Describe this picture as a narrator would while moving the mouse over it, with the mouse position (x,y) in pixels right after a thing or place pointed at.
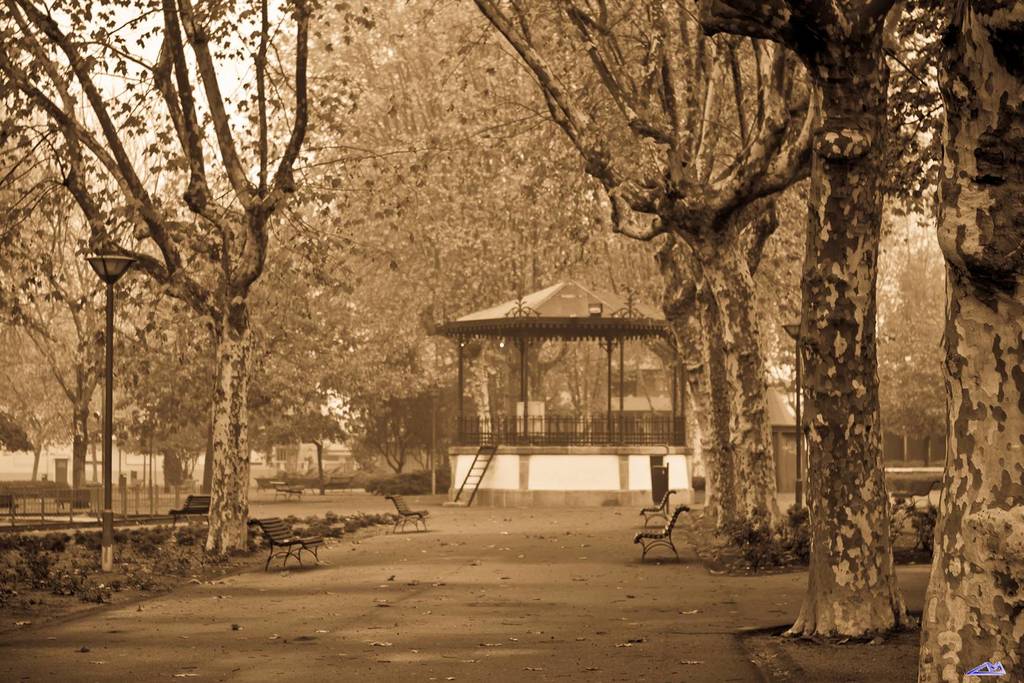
Here we can see light poles (121,260), benches (404,515), plants (300,525) and trees (821,544). Under this open shed (500,310) we can see poles (521,376) and railing (514,434). Far there is a ladder (478,454).
